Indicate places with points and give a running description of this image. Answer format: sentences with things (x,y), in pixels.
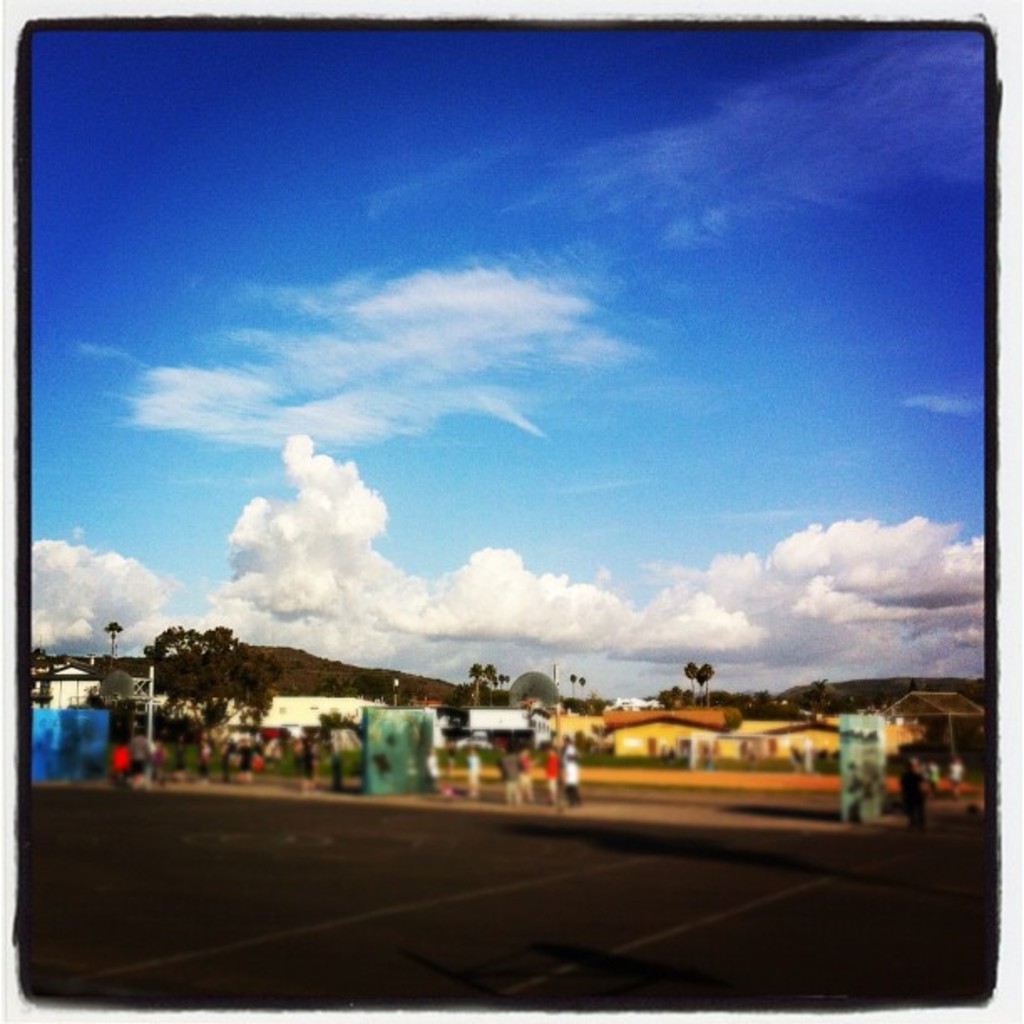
This is an edited image. At the bottom (381,960), I can see the ground (737,960). In the background (170,729) there are many trees (174,711) and buildings (818,741) and also I can see few people (527,786) are standing on the ground (452,838). At the top of the image (563,176) I can see the sky (554,236) and clouds (508,609).
